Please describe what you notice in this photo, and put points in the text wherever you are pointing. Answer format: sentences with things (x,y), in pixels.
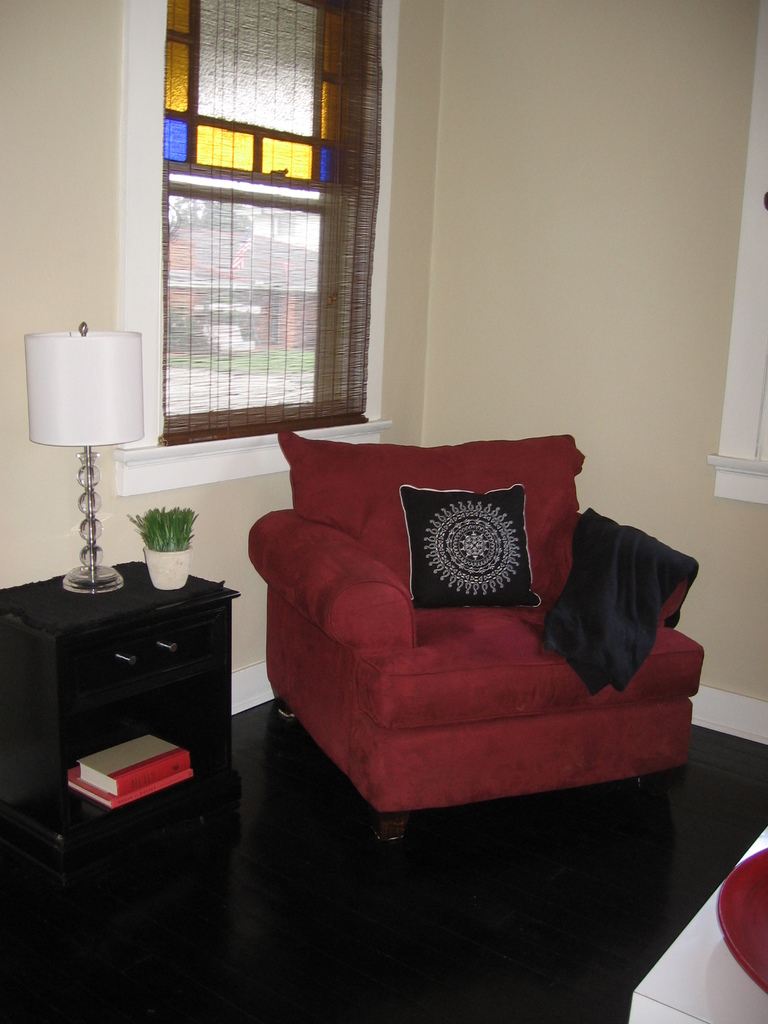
In this picture there is a sofa (419,661). Beside the sofa (308,655), there is table (86,630) on which lamp (115,378) is placed. In the background (247,234) there is a window (243,151) and a wall (534,213) here.
